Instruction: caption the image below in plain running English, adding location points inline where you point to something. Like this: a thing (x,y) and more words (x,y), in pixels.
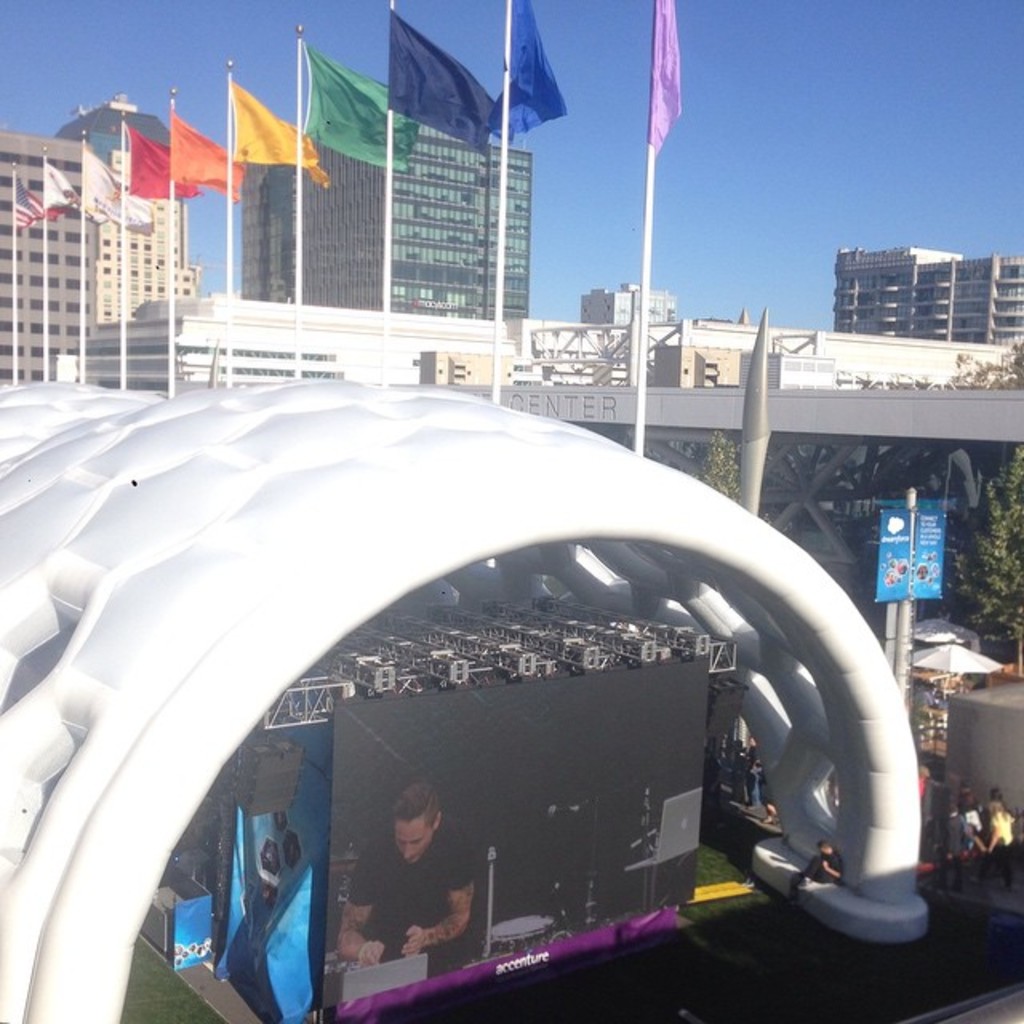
In this image we can see buildings (374,249), flags (241,187) to the flag posts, trees (1023,450), information boards (932,584), parasols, persons (997,842) standing on the road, display screen (566,832), iron grills (391,641) and sky (691,161).
